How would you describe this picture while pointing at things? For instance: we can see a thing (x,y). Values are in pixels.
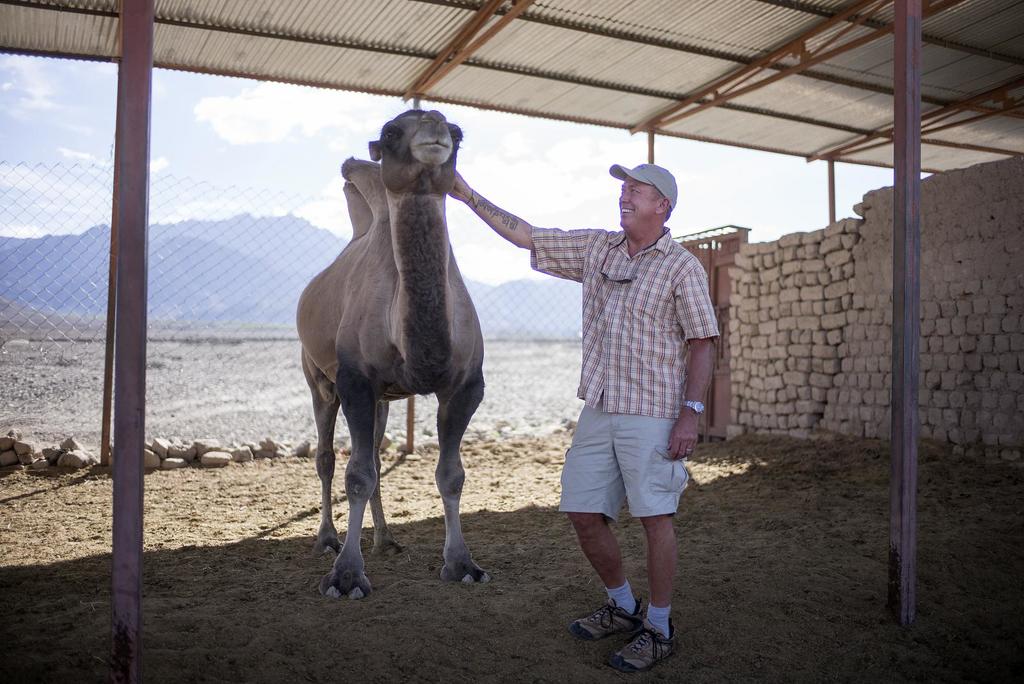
In this image there is a person (574,455) touching the camel (355,539). At the bottom of the image (395,602) there is a sand (320,621). There is a shed (293,70). On the right side of the image (815,336) there are bricks (859,389). There is a door (732,242). In the background of the image (101,196) there is a fence (270,339). There are mountains (274,251) and sky (282,148).
